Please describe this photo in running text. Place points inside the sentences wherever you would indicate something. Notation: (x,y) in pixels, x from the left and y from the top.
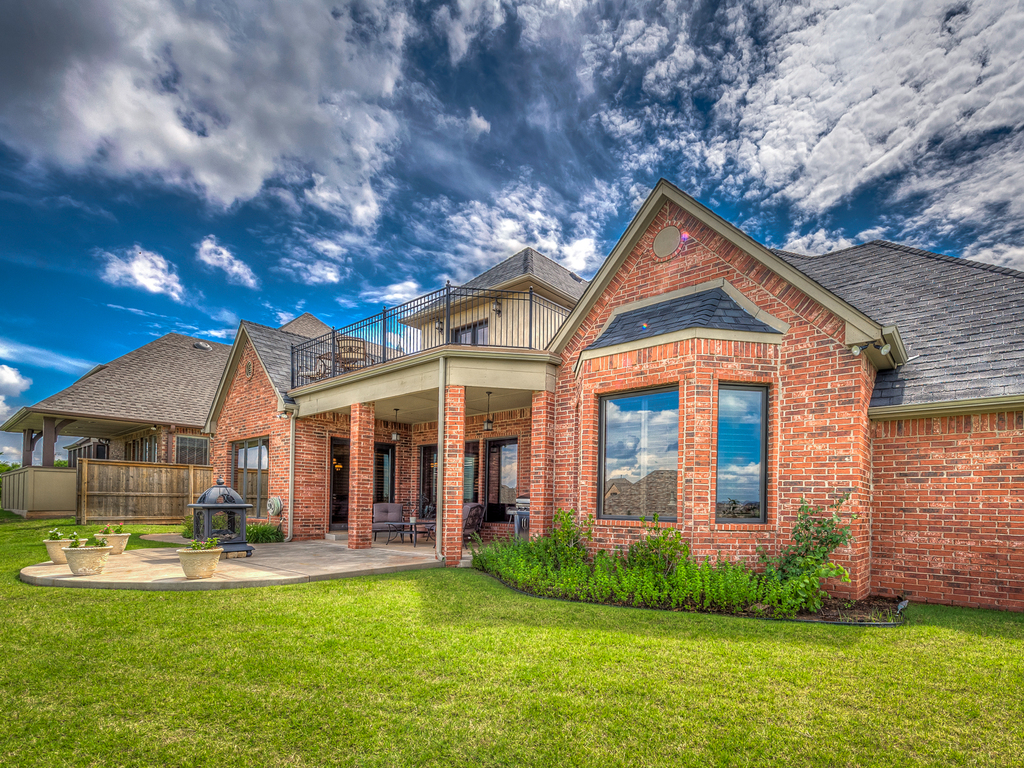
In this picture we can see grass (454,621), few plants (534,572) and houses (542,439), in the background (204,64) we can see clouds (435,202).
